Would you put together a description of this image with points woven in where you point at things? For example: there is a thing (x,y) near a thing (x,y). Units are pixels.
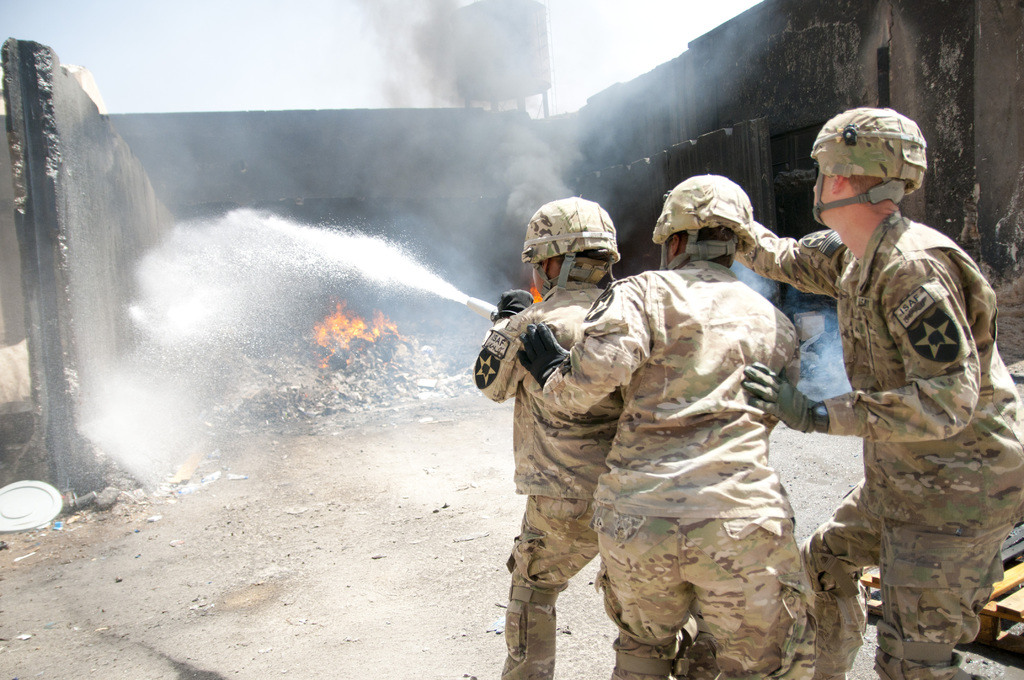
In this image on the right side (775,412), I can see three people (669,484). I can see the water (252,269). I can see the fire (333,322). In the background (309,188), I can see the walls (435,163) and the sky (219,42).
